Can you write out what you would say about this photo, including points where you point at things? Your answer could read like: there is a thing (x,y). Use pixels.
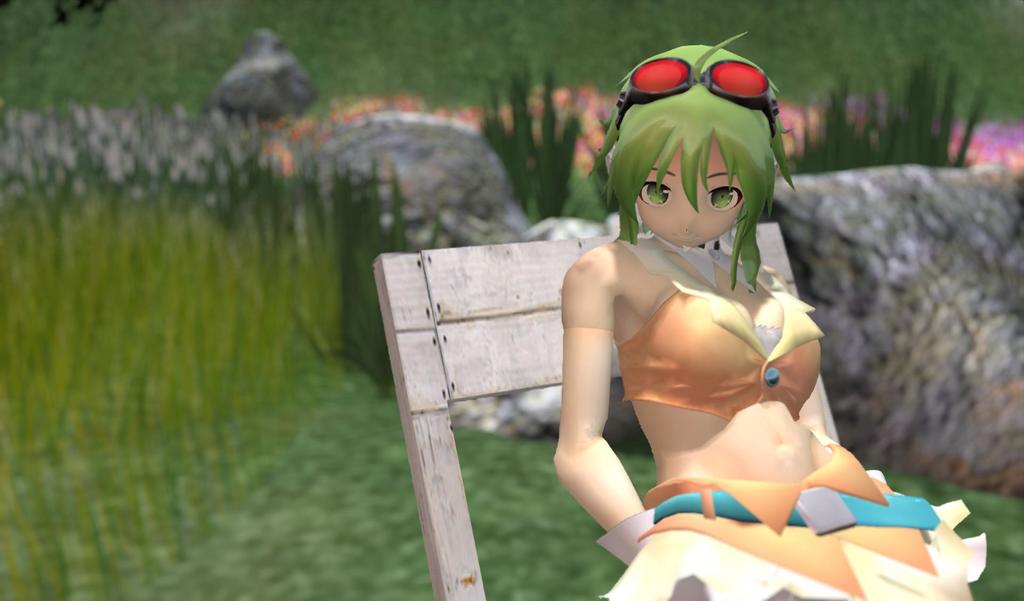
This image looks like it is animated. In the front (685,440), there is a woman (722,431) sitting on a bench (439,571). In the background (179,327), there are rocks (341,135), small plants (220,198) and grass (245,321). The bench (442,550) is made up of wood (427,410).
